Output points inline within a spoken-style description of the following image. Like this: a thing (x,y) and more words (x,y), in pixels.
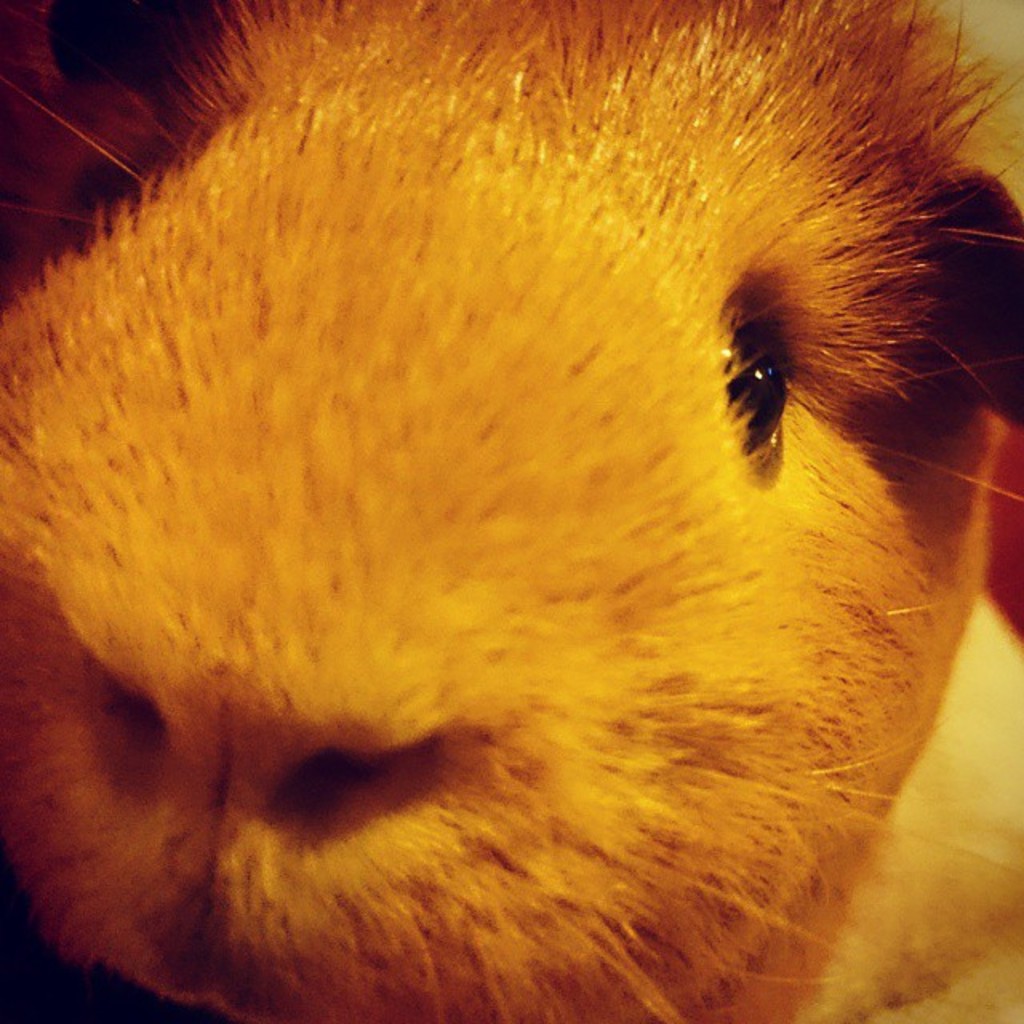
In this picture there is an animal (779,9) and it might be in brown color.
